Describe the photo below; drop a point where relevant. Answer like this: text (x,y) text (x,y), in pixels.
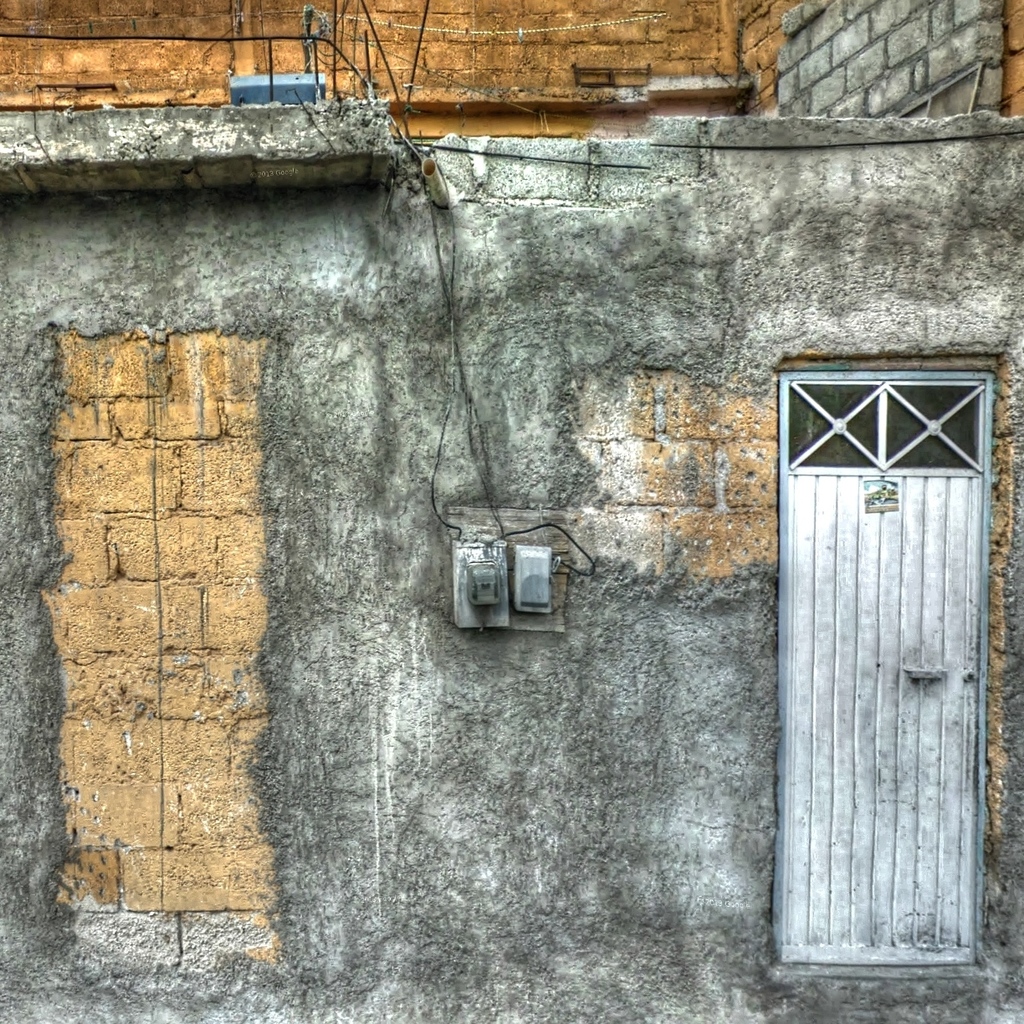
In the center of the image (511,597) there is a power switch board (488,587). On the right side of the image (874,934) we can see a door (893,816) on the wall (748,782). In the background (713,35) there is a building (357,50).
